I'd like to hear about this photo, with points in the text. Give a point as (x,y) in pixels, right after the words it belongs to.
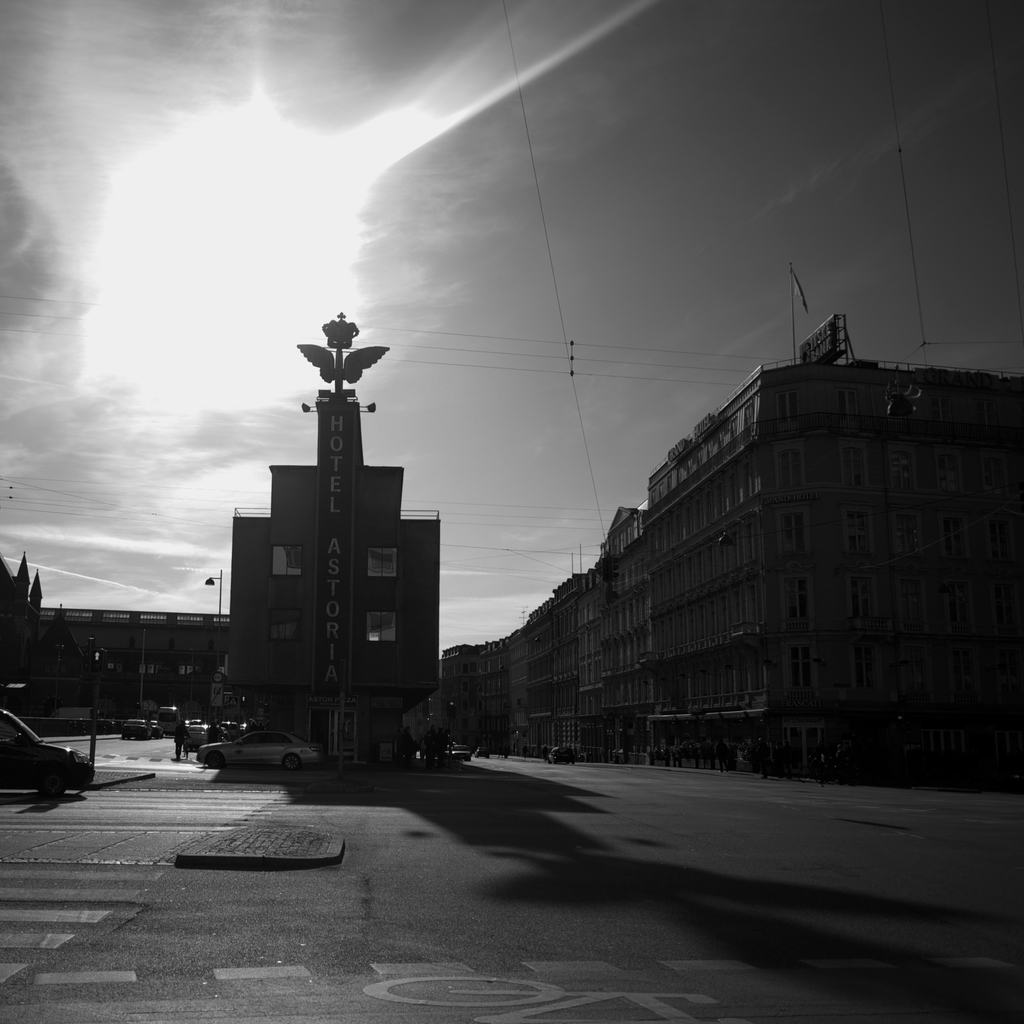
In this image I can see buildings (409,624) and vehicles (8,759) on the road (187,795). In the background (433,274) I can see the sun (208,233), the sky (178,228) and wires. This picture is black and white in color.
